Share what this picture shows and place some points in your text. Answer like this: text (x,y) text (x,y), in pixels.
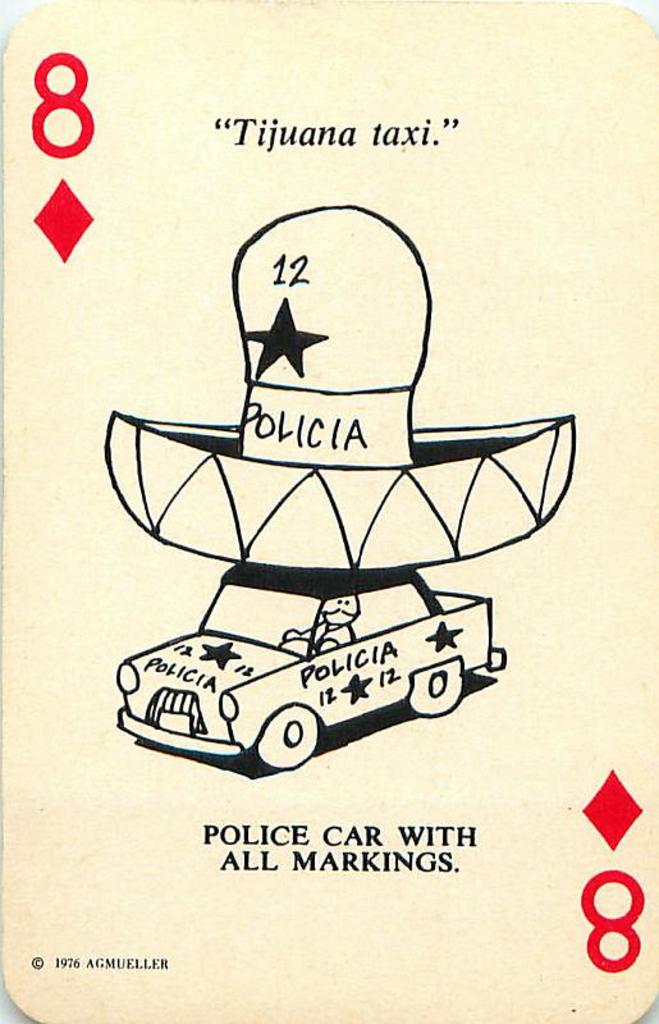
In this image I can see a poster (350,866) in which I can see a car (332,720). I can also see some text (355,131) written on it.
